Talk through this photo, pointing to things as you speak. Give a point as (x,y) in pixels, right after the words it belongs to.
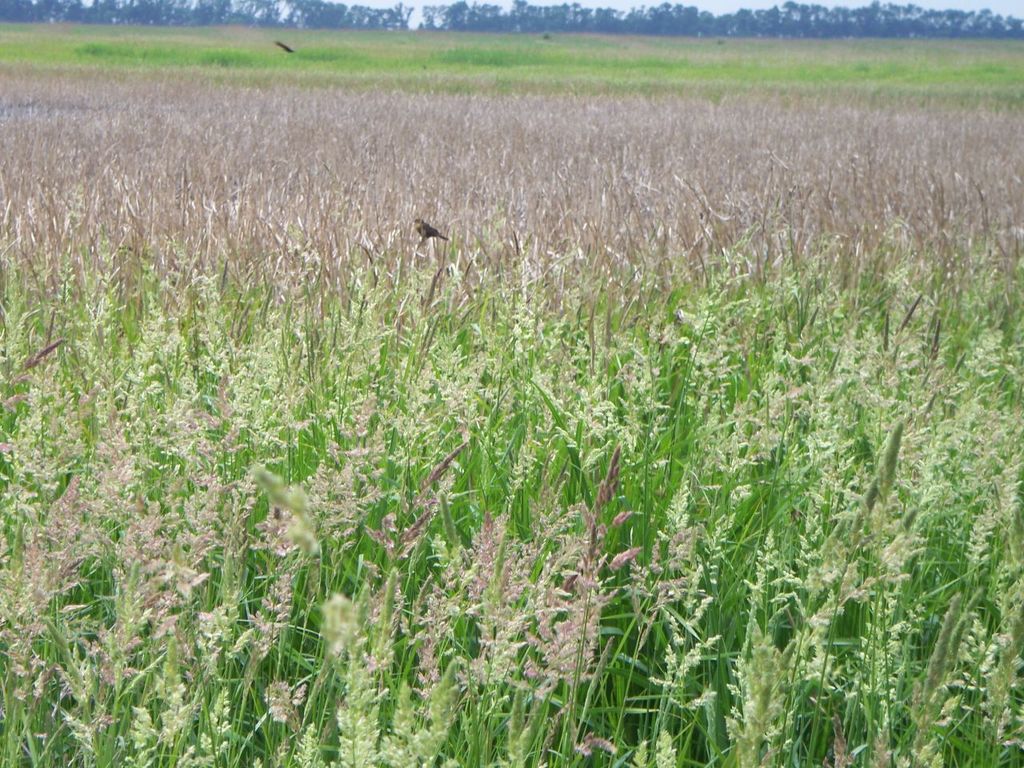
This picture is taken from outside of the city. In this image, in the middle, we can see a bird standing on the plant (412,240). In the background (306,23), we can see some trees (697,27) and a sky (414,17), at the bottom (61,618), we can see some plants (769,485) and a grass (378,133).
